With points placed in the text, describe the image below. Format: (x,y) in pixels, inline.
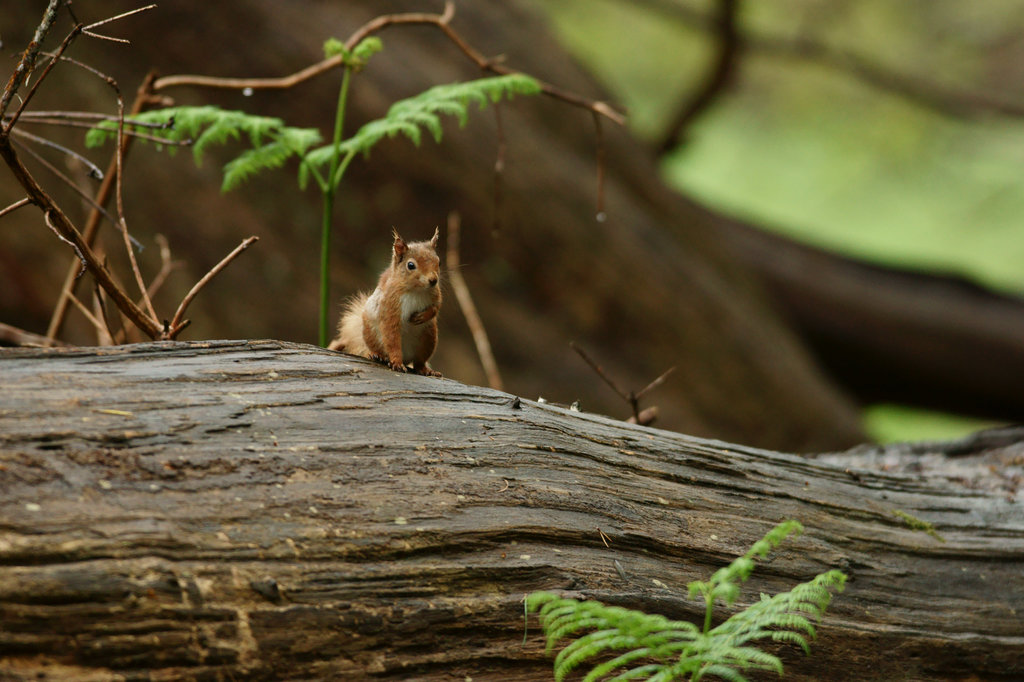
In the center of the image (513,447) there is a squirrel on the tree bark (479,518). In the background of the image (436,173) there is a tree trunk (775,331).
